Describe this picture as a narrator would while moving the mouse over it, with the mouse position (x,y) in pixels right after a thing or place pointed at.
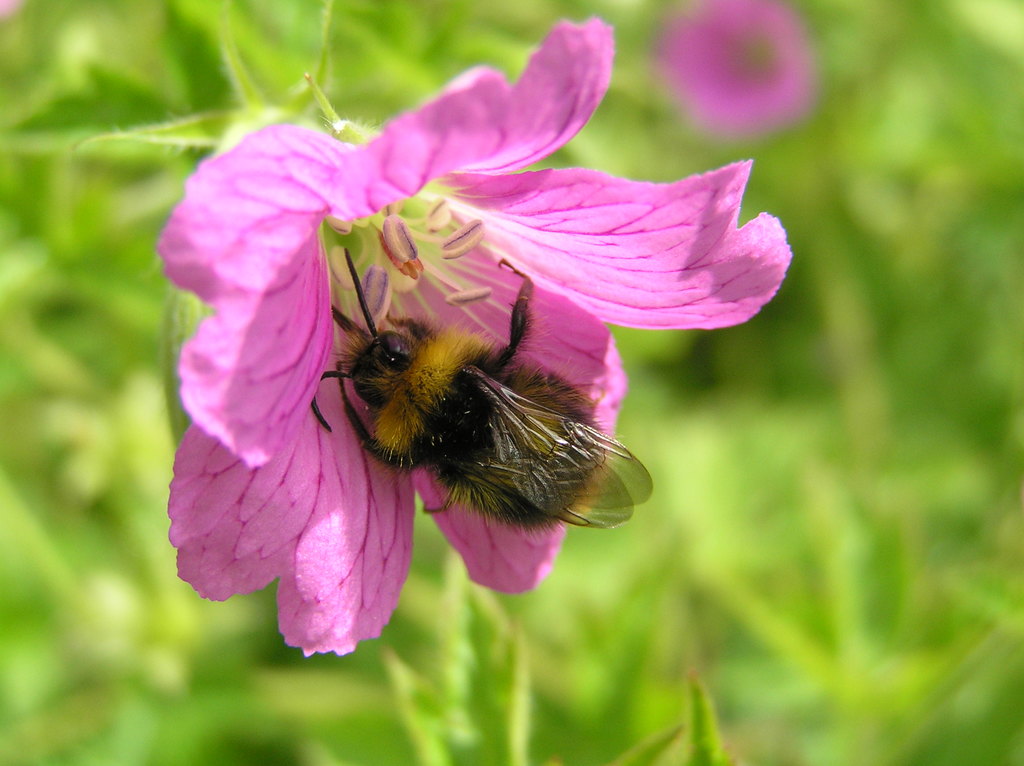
In this image I can see the pink color flowers (404,215) to the plants (410,125). I can see an insect (425,437) on one of the flower (393,591). And there is a blurred background (744,663).
